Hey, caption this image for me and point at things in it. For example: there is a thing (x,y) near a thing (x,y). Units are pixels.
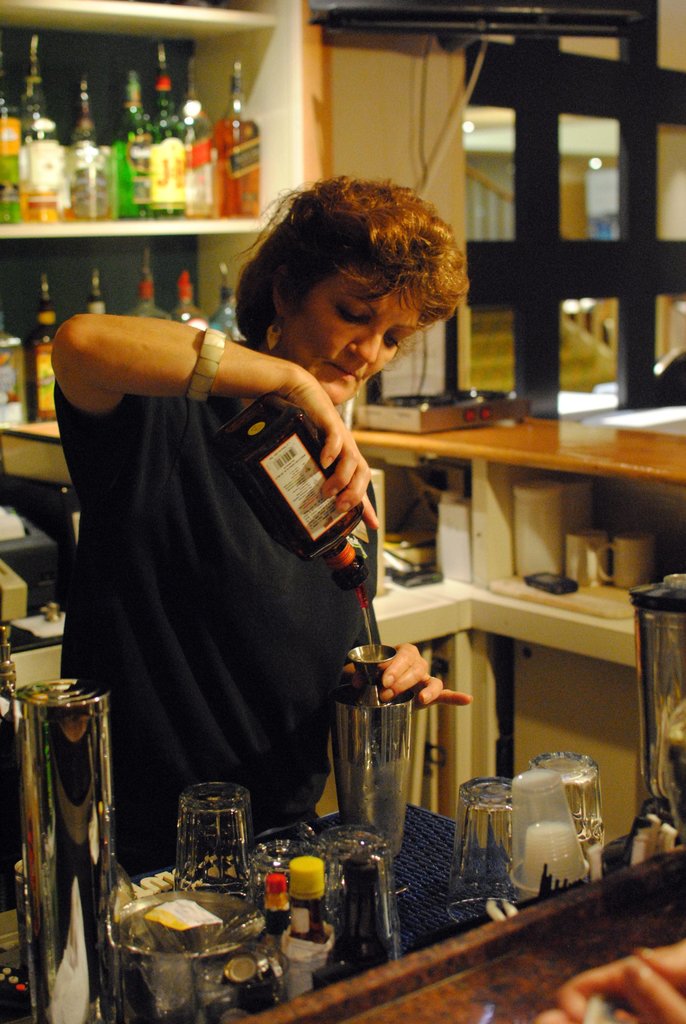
In this image there is a woman (237,612) pouring liquor (343,535) into a jigger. Image also consists of many glasses (485,798), cups (534,810) and some containers (665,674). In the background (152,163) we can see alcohol bottles (191,157) placed in racks (150,237).
